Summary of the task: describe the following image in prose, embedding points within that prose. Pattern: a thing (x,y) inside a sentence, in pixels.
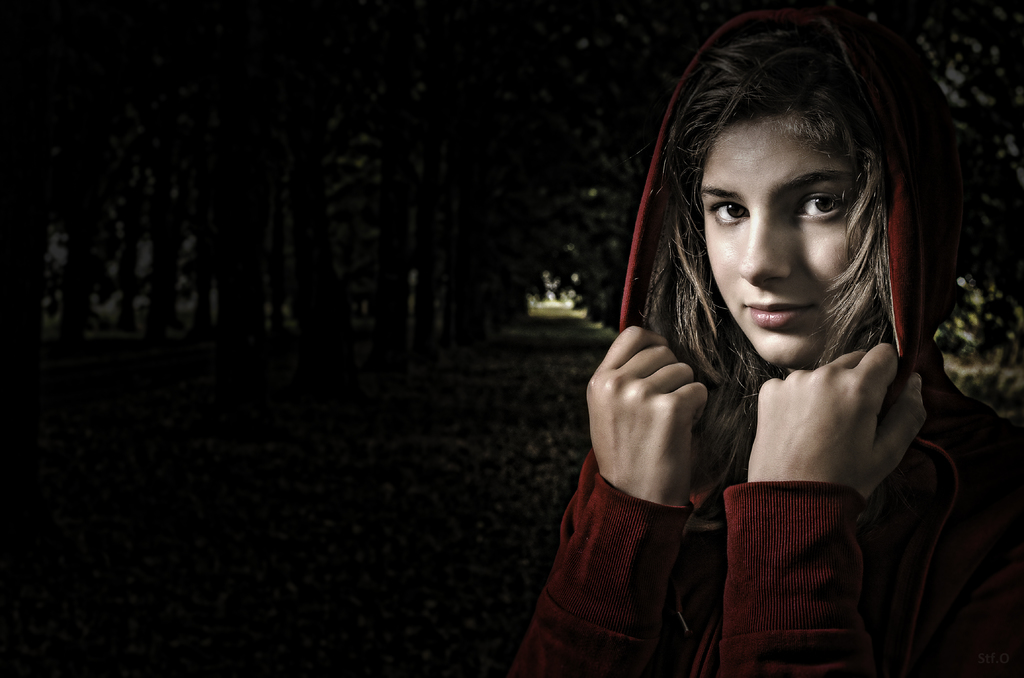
In the foreground of this image (720,514), there is a woman (730,564) wearing red hoodie (828,555) and she is also holding it. In the background (456,335), there are trees (471,313) and the pavement (429,417) in dark.
